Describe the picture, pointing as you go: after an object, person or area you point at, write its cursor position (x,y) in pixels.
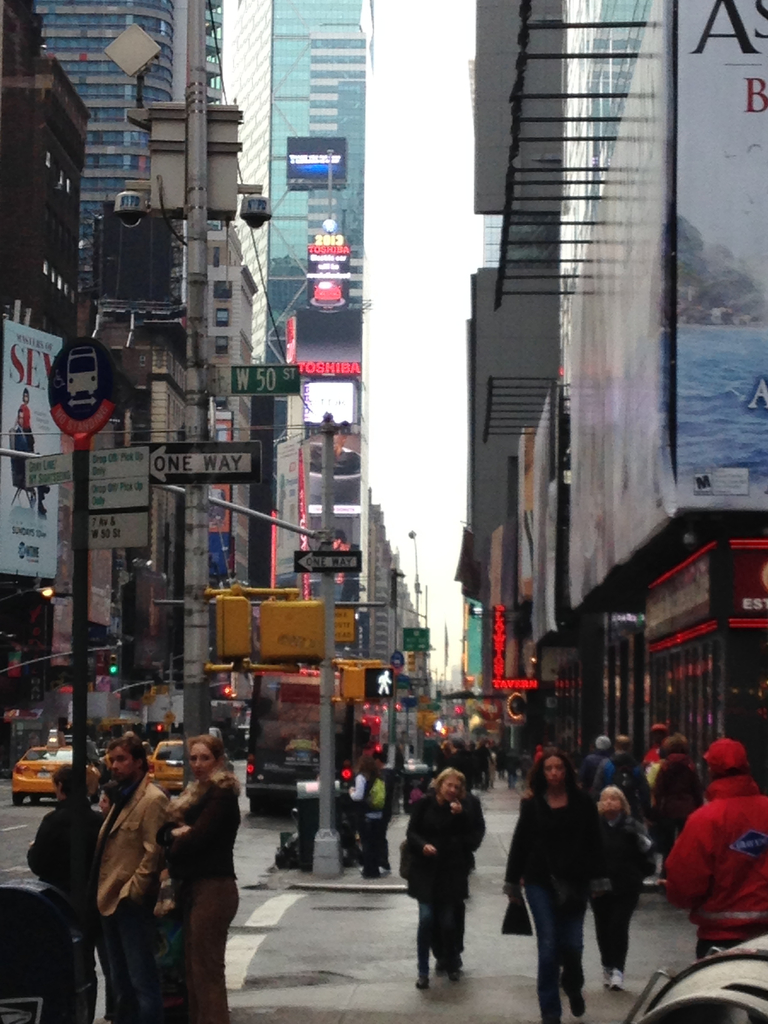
It is a road (23,874) and on the either side of the road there are very tall buildings (481,414) and shopping malls (560,652), people (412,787) were walking on the footpath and there are few vehicles (50,743) moving on the road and some people (159,785) were standing beside the footpath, there are also different banners (665,367) in front of the buildings (62,302).
